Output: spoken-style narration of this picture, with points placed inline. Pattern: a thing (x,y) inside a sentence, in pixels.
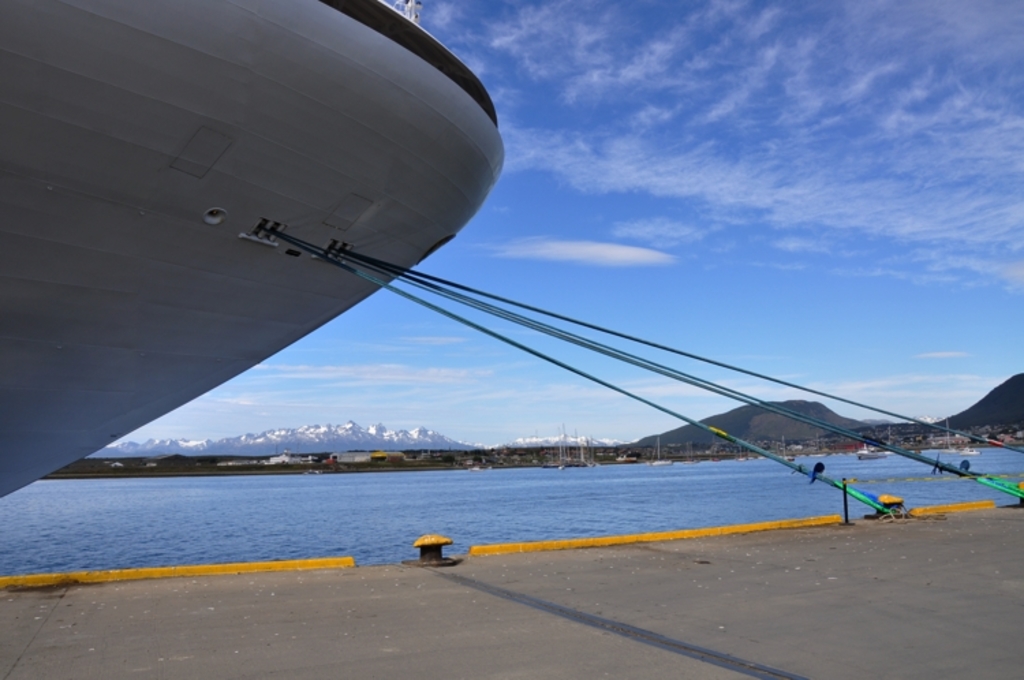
In the image there is a ship (157,183) on the left side (311,34) in the lake (286,487), in the front (594,559) its a road (591,591), in the back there are hills (413,432) and above its sky (740,165) with clouds (553,54).
